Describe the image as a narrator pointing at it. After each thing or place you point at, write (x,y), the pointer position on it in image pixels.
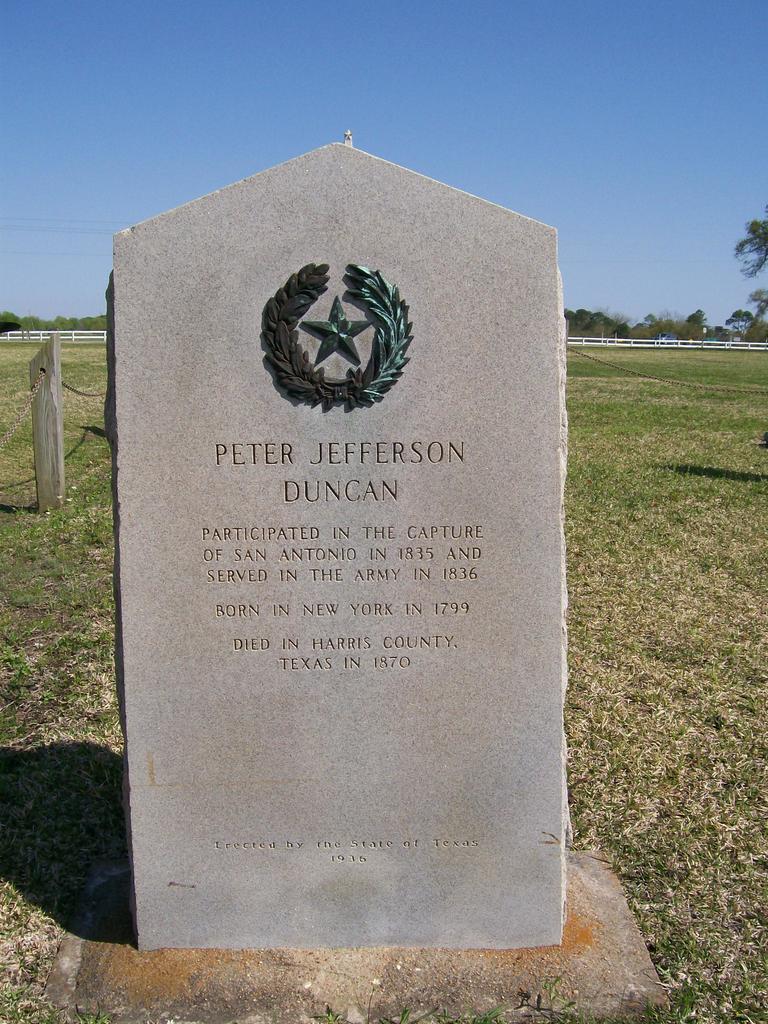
In this picture I can see there is a gravestone (500,516) and on the floor (72,462) I can see there is grass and in the backdrop (8,331) I can see there is a fence (21,331), there are trees (731,339) and the sky (166,23) is clear.
